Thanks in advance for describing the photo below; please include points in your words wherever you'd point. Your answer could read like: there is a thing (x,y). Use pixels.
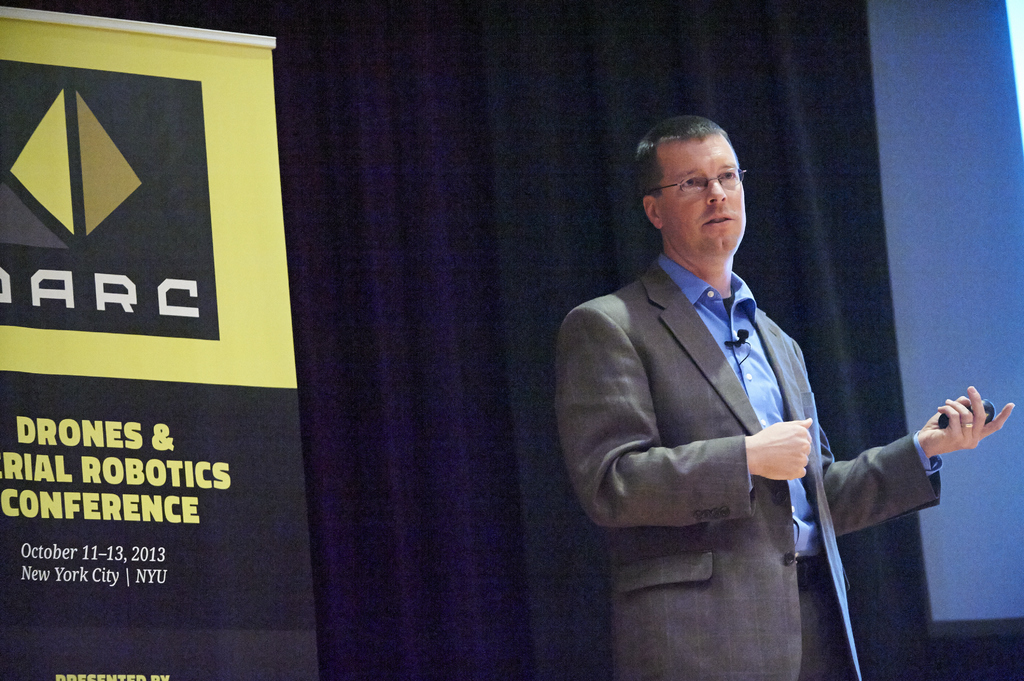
On the right side of this image (700,343) there is a man (672,429) wearing a suit (683,296), standing facing towards the left side (327,275) and holding an object (941,425) in the hand (945,413). On the left side (68,443) there is a board (164,407) on which I can see the text (161,570). In the background (440,303) there is a curtain (530,206) and a screen (975,136).
